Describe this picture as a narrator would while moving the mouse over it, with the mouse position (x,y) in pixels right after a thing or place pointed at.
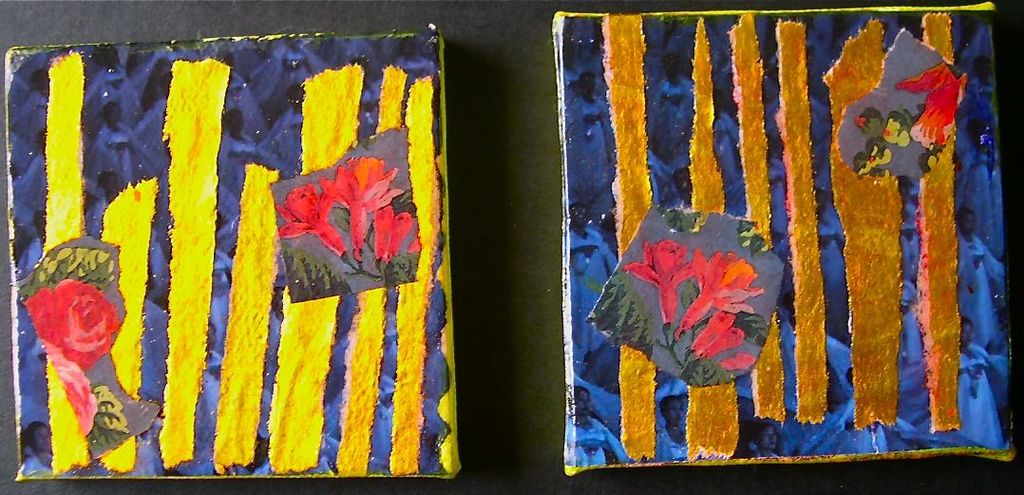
In this image I can see there are two posters (236,319) painted with colors and they are placed on a black surface (640,484).
